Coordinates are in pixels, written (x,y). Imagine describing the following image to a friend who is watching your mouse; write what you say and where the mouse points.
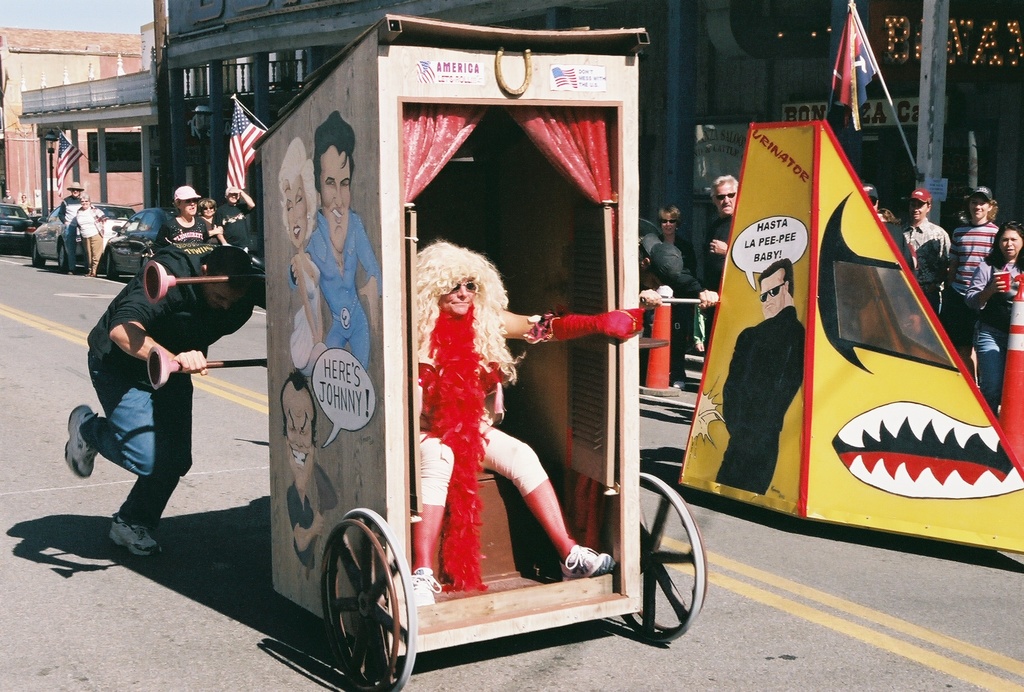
In this image we can see this person (455,368) wearing different costume (477,344) is sitting inside a cart (411,550) and this person (250,274) is moving the cart (287,542) on the road (715,564). Here we can see a board (981,484), road cones (1012,341), people (686,326) standing here, we can see flags (78,151), buildings (964,63), cars (22,222) parked here and the sky (14,22) in the background (19,6).
